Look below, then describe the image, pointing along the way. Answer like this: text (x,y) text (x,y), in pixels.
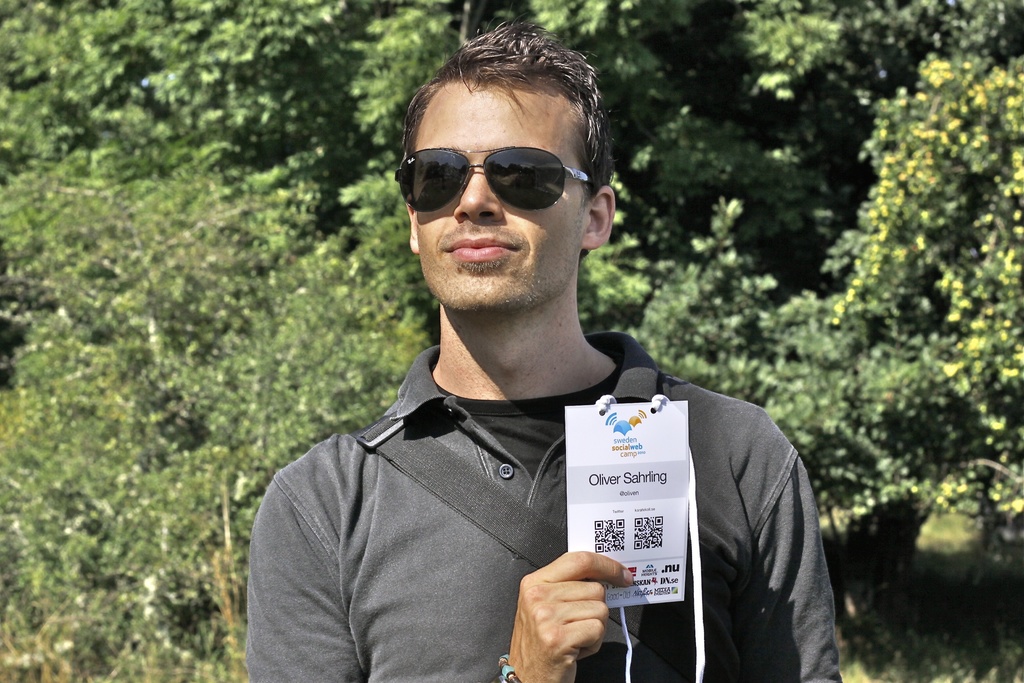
In the center of the image (450,258) there is a person (263,668) wearing sunglasses (532,154). He is wearing a grey color shirt (331,619). He is holding an id card (570,479) in his hand (586,593). At the background of the image (291,318) there are trees (276,142).
